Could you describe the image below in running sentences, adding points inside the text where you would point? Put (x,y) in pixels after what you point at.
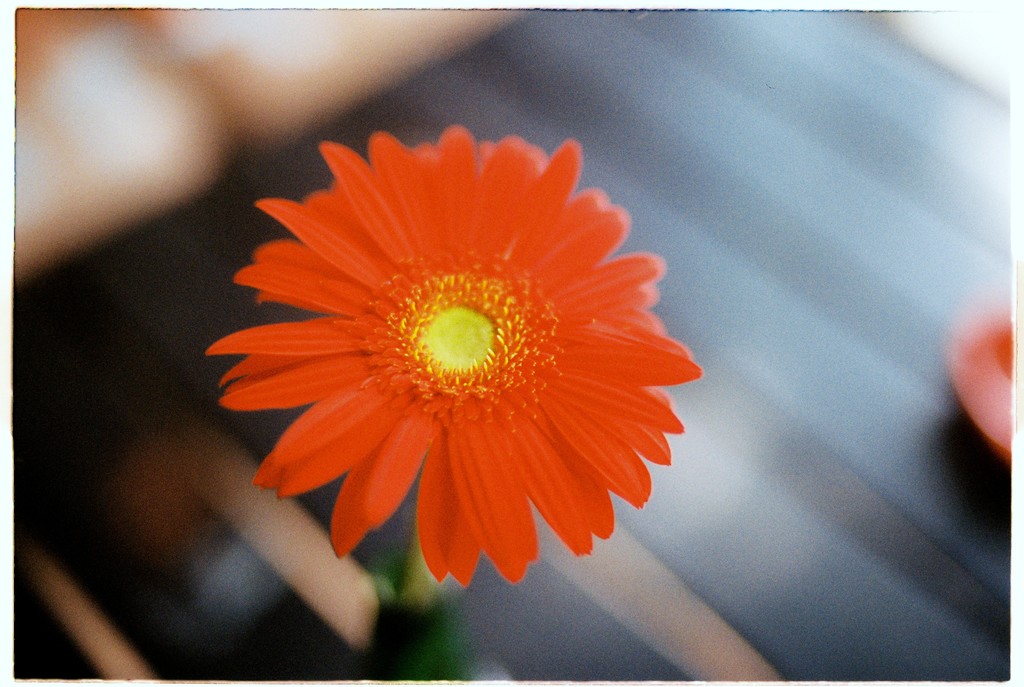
In this picture, we can see a flower (453,150) and we can see the background (143,570) is blurred.
